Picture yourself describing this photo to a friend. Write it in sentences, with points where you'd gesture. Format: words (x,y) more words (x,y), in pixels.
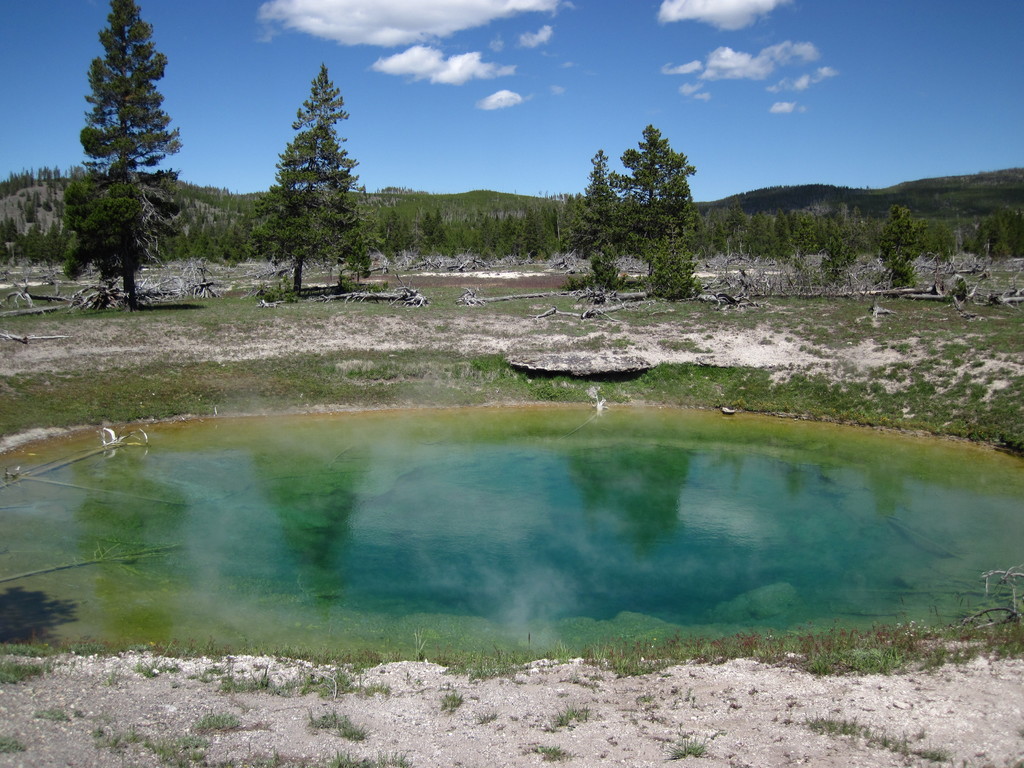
Here in this picture we can see water (115,616) present in a pond (925,609), which is present over a place and we can see the ground (149,367) is partly covered with grass (243,290) over there and we can see plants (363,277) and trees (392,249) present all over there and we can also see clouds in the sky (601,72).
